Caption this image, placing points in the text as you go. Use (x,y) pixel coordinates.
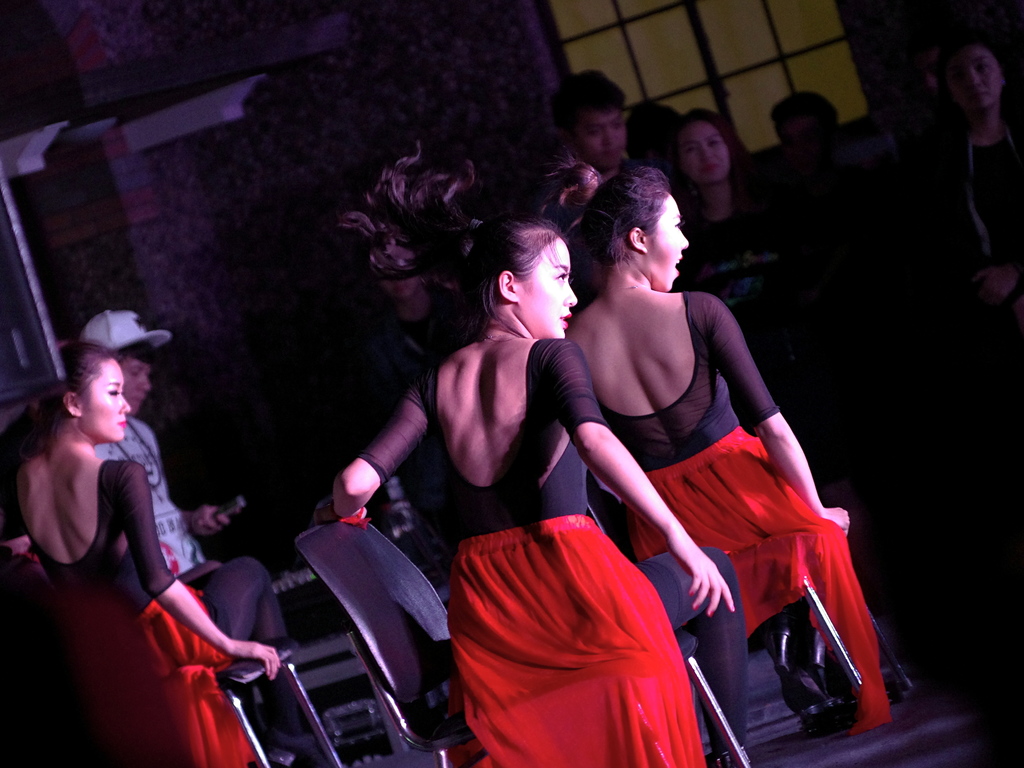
In this image there are three women (206,633) sitting on the chair (617,534), there are group of persons (631,134) stand, there is a person (205,517) holding an object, there is a wall (225,277), there is a window (700,74) towards the top of the image (712,64).
